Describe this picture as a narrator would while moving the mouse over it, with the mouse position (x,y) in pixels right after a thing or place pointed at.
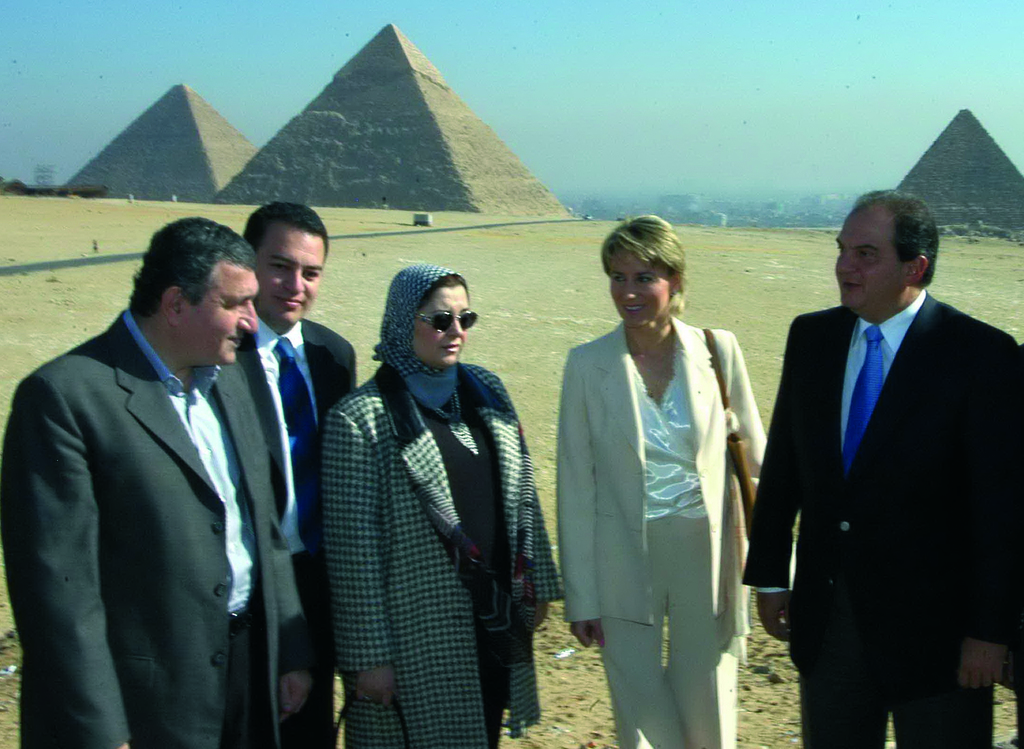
In this image we can see many people (631,432) standing. One lady (482,463) is wearing goggles (449,317) and a scarf (422,295) on the head (422,300). And another lady (652,428) is holding a bag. In the back (248,174) there are pyramids (432,166). And there is sky (174,43).
